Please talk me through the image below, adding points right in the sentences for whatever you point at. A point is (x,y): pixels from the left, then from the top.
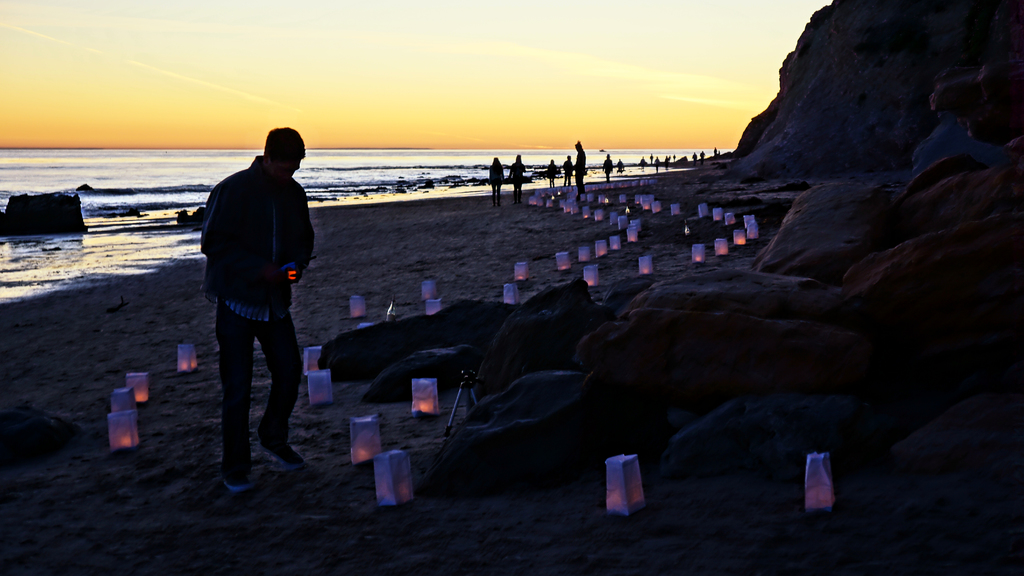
In front of the picture, we see a man (257,333) is holding a small object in his hands (285,281). At the bottom of the picture (355,424), we see the lanterns (588,274) are placed on the sand (656,216). On the right side (693,373), we see rocks (788,280). Behind him, we see water (216,177) and this water (145,173) might be in the sea (40,154). There are people (701,160) walking on the seashore (613,199). At the top of the picture (610,141), we see the sky (496,113). This picture might be clicked at the seashore (86,441).
